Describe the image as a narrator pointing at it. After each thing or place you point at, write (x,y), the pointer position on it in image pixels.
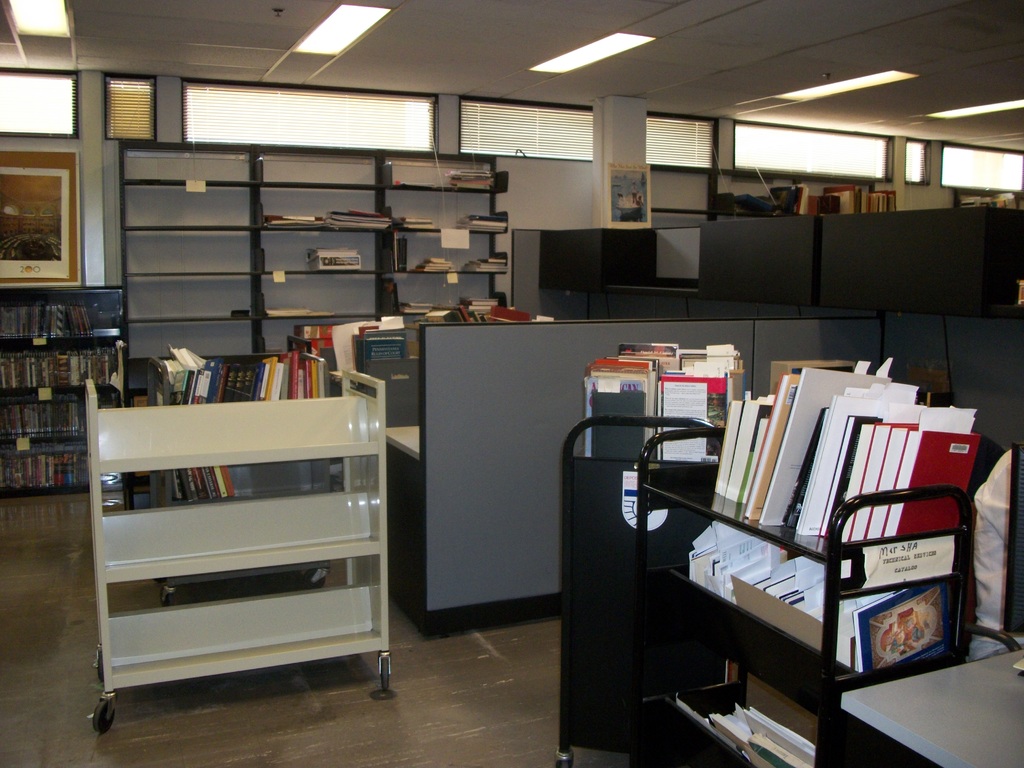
This image is clicked in a library (921,244). There are many racks (297,661) in this image. To the left (272,602), there is a rack (236,521) in white color, in that no books (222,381) are kept. To the right (784,649), there is rack (843,594) in black color, in which many books (748,561) are filled. At the top (788,7), there is a slab (657,59) along with lights (590,61). At the bottom (410,734), there is floor (396,736).
